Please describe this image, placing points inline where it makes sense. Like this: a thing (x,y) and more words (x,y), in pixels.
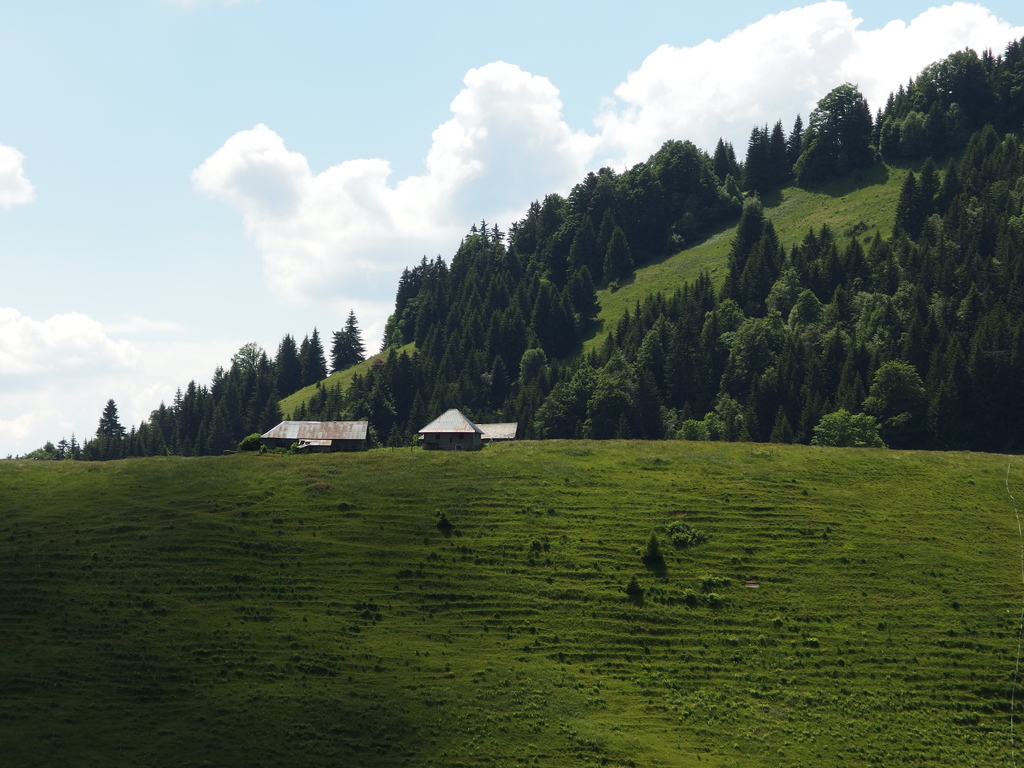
In this image, I can see the grass (471,470), houses (358,436) and trees (715,360) on a hill (550,632). In the background (346,321), there is the sky (444,57).
